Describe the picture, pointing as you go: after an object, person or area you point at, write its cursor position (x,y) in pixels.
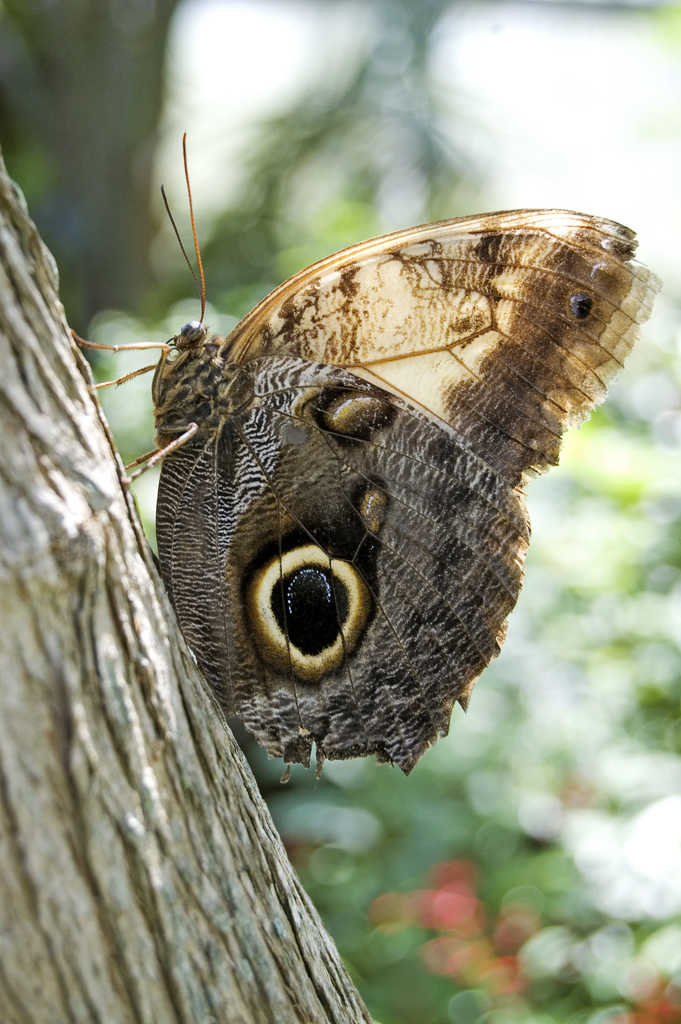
In the center of the picture (423,662) there is a butterfly (194,353) on the trunk (106,801) of a tree (101,490). The background (635,93) is blurred.
